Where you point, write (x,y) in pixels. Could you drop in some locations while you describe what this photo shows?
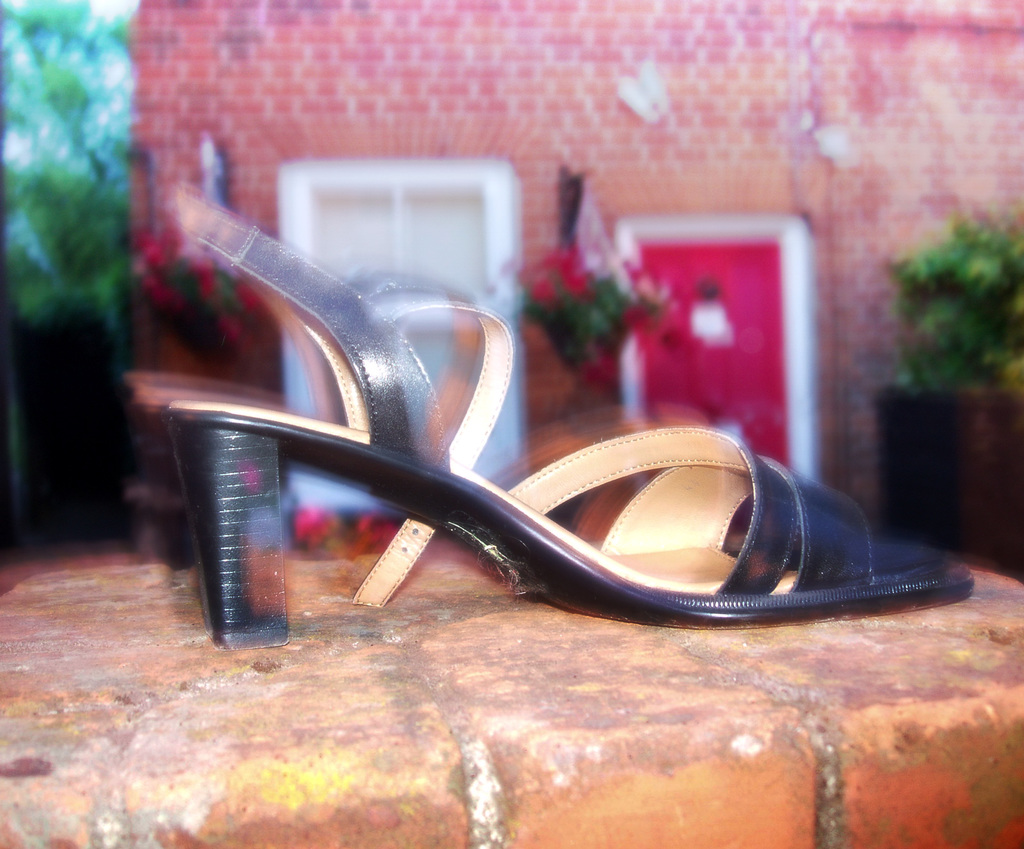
In this image we can see one sandal (507,554) on the surface (814,682), some trees (23,114), one white color door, one red wall (679,99), some plants (584,276) with flowers (186,259) near to the wall (559,409), one red color door (644,409) and some objects (632,96) are on the surface (343,569).
